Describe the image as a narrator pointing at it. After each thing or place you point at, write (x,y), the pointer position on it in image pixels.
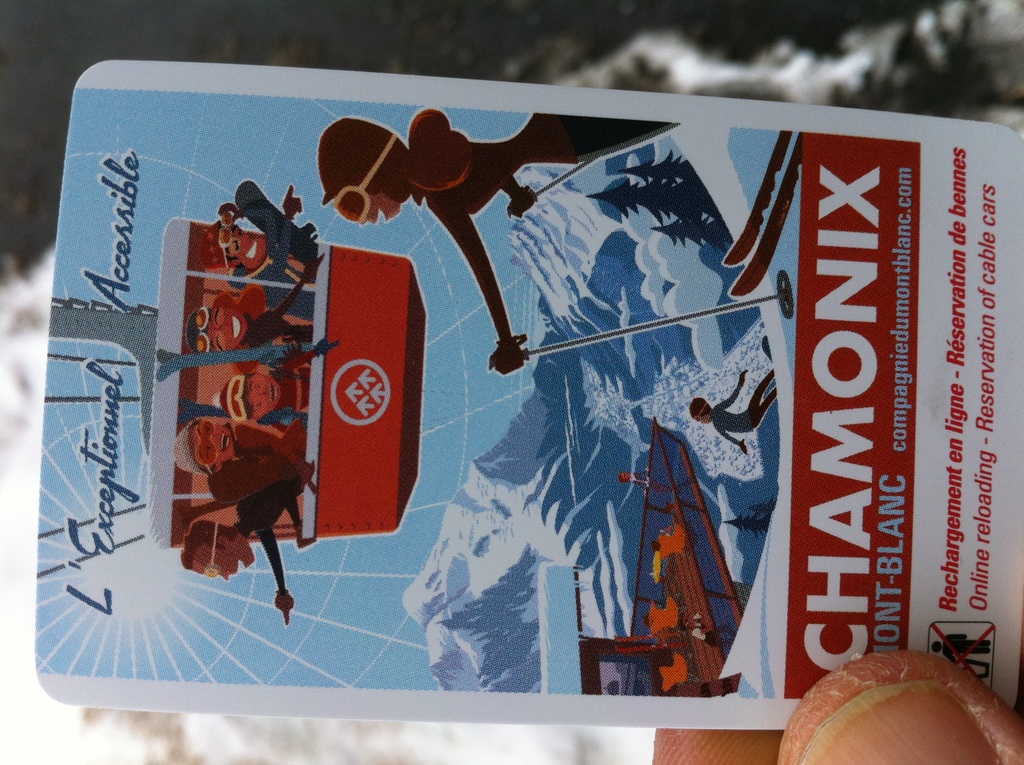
In this image I can see the person (756,733) holding the card (459,628) which is in colorful and something is written on it. In the background (29,335) there is snow (12,377) but it is blurry.
